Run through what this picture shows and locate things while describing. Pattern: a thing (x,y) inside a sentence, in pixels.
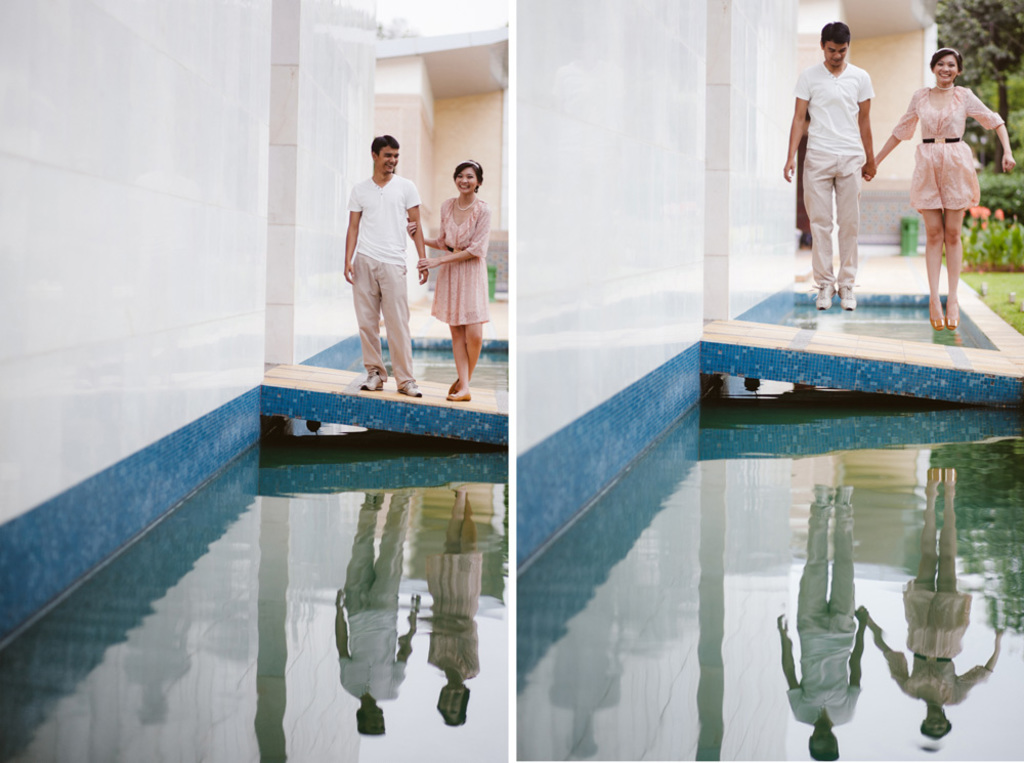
This is a collage picture and in this picture we can see a man (361,285) and a woman (462,367) standing, jumping and smiling and in front of them we can see water (873,398) and at the back of them we can see a bin (906,233), wall (766,283), tree (991,81), plants (973,219).
